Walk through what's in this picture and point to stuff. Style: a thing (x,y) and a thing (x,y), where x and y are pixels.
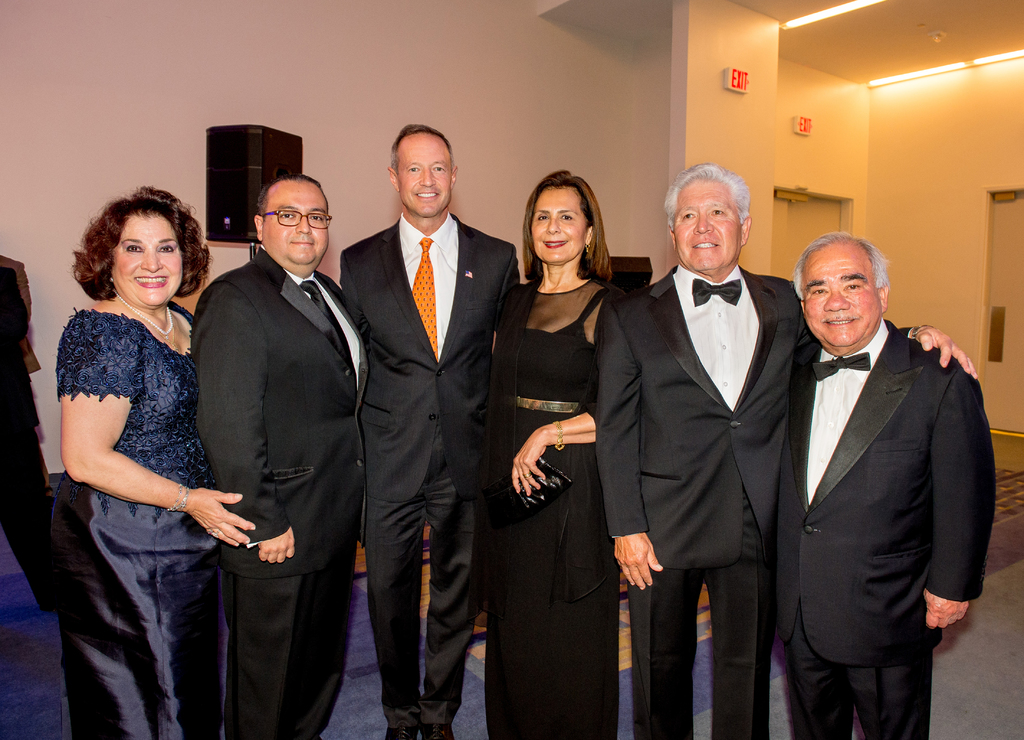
In the center of the image (395,402) we can see people (653,466) standing and smiling. In the background (353,124) there is a wall (611,140) and there are doors (812,196). We can see a speaker (247,200). At the top (791,25) there are lights (817,21).
